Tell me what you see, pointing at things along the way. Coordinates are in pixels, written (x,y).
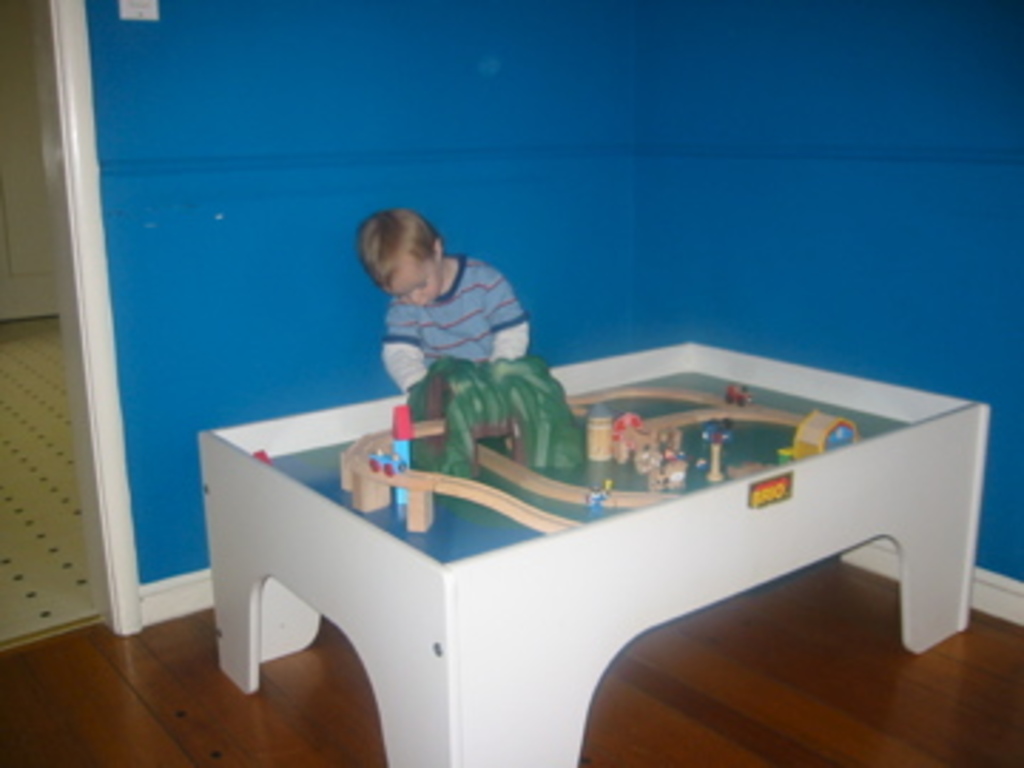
In this image I can see a child (440,337) and a miniature (411,459).
